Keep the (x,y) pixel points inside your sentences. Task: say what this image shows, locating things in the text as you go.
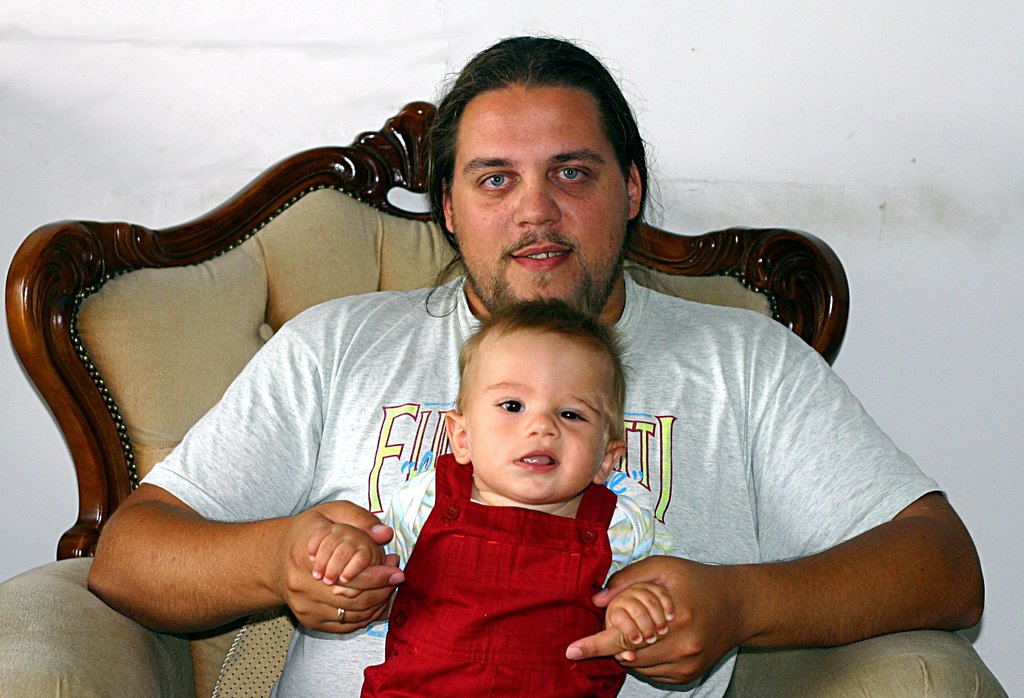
In this image I can see a person (431,417) holding baby (560,552). He is sitting on the chair (133,482). The baby (559,572) is wearing red and white color dress (486,566). Background (283,100) is in white color.
